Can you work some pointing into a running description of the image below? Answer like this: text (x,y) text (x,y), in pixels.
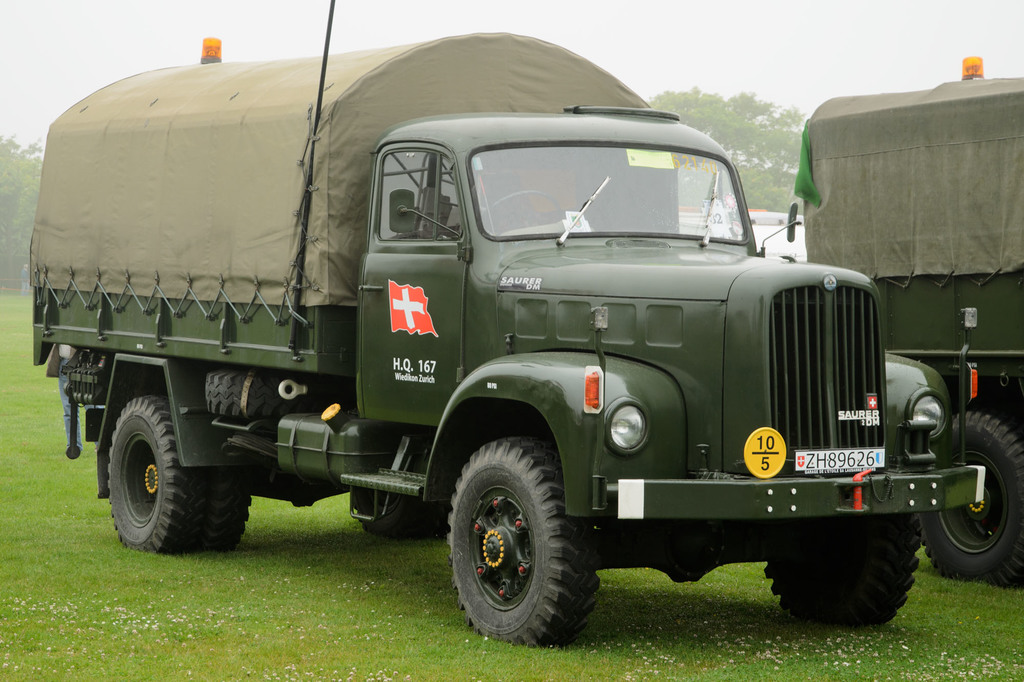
In the center of the image (517,263) we can see truck (225,313) on the grass (233,561). On the right side of the image (979,562) we can see truck (954,348) on the grass (945,600). In the background (23,370) we can see grass (37,366), trees (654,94), sky (654,34) and clouds (773,74).
